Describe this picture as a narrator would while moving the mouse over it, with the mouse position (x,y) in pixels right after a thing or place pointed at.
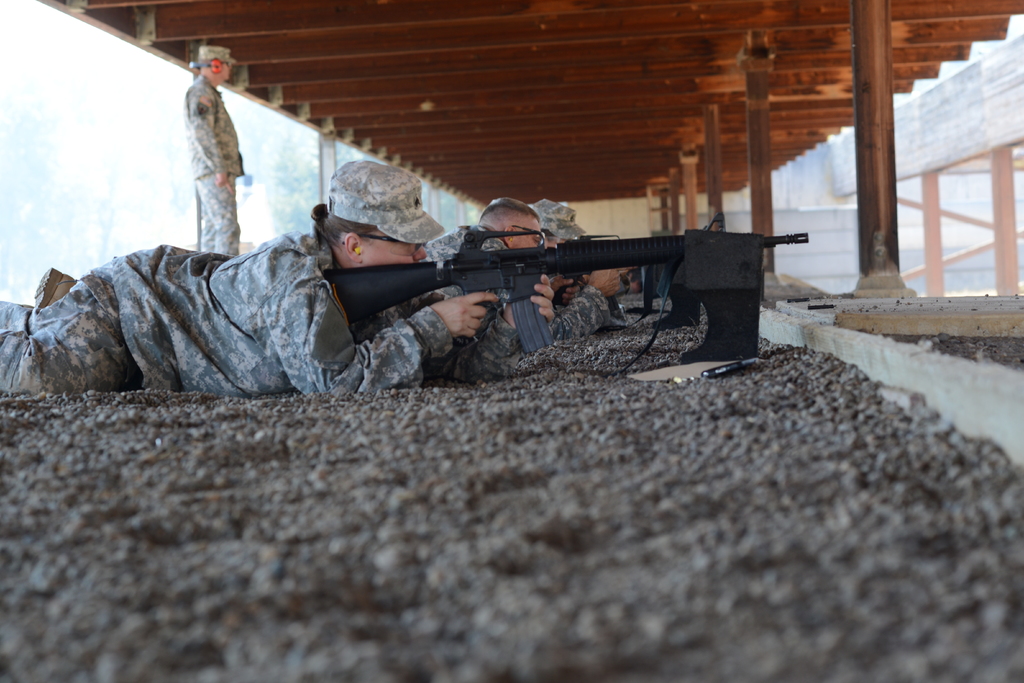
In this image I can see some people (437,252) are lying on the ground (593,341) holding a gun (645,265).
